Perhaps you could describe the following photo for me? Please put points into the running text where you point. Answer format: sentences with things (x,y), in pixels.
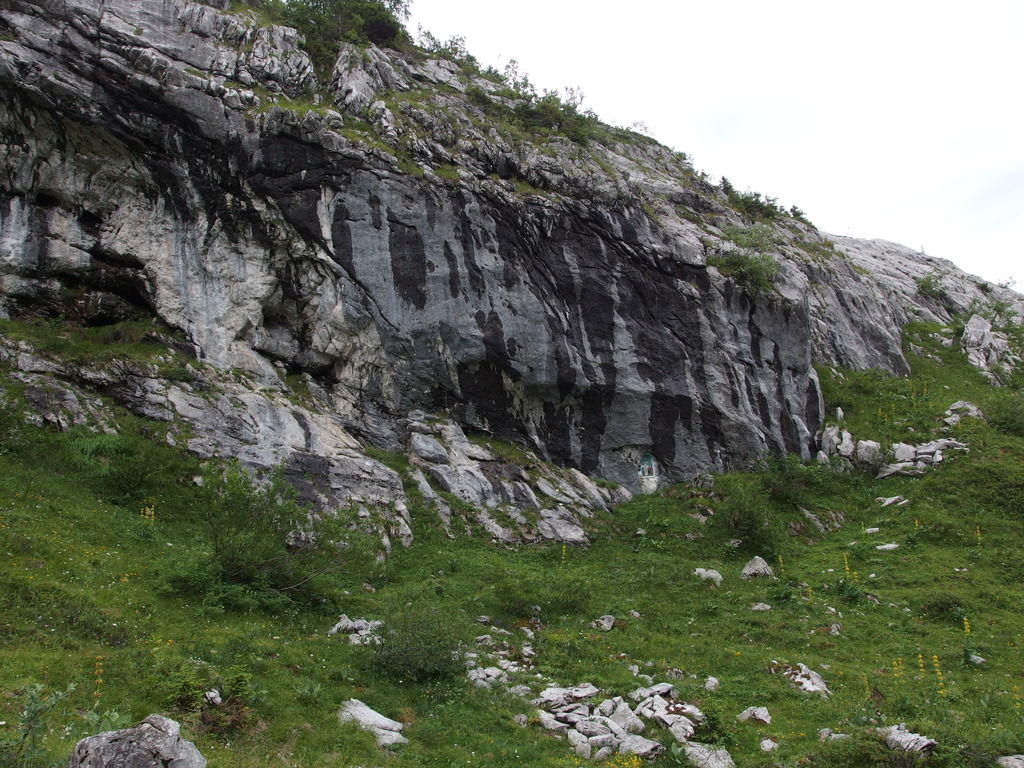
In this picture I can observe some grass (65,509) and plants (291,561) on the ground (515,607). I can observe a hill (544,229). In the background (559,85) there is a sky (656,137).
